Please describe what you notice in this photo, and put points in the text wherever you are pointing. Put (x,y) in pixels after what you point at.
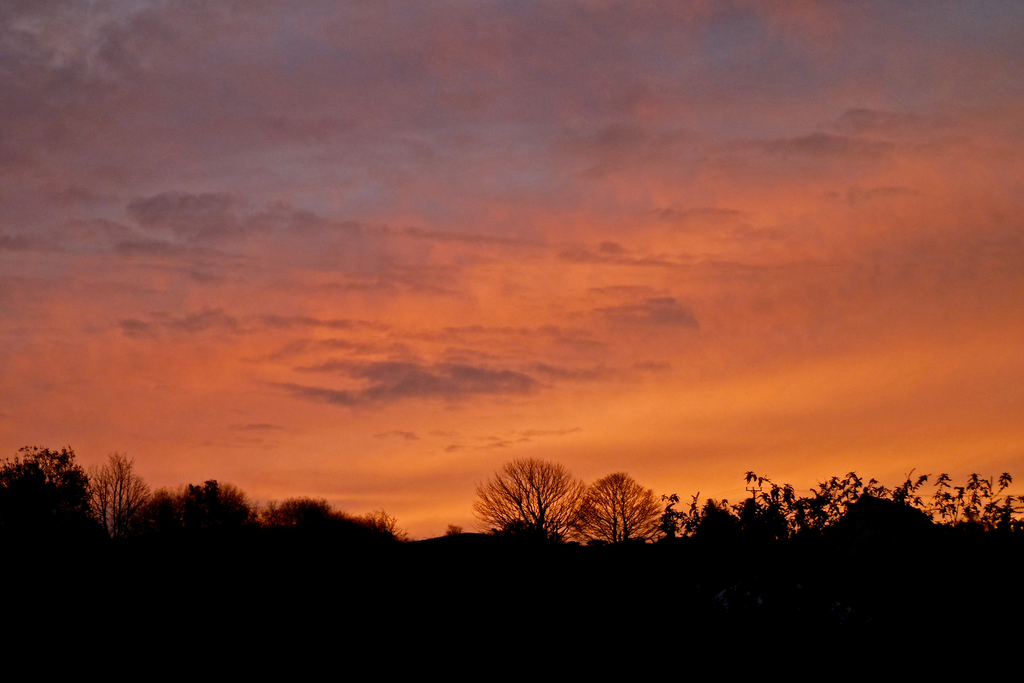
In the image we can see trees (714,531) and the cloudy pale orange sky (519,322).
